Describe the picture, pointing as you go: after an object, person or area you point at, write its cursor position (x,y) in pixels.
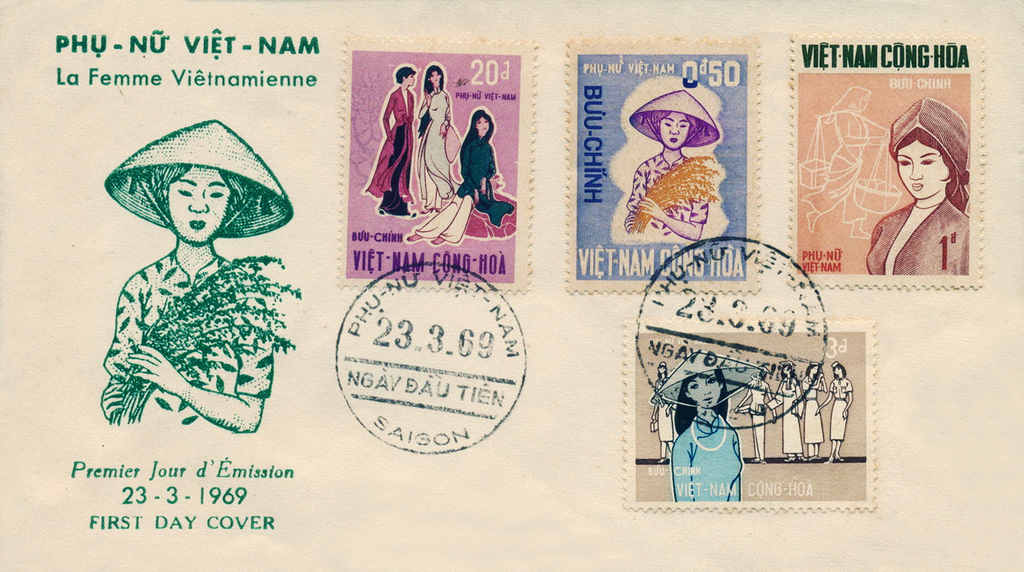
In this image I can see few postage stamps (472,241) on the cream color surface (954,319) and I can see an art (157,375) of the person (157,301), few stamps (703,393) and something is written on the image.
